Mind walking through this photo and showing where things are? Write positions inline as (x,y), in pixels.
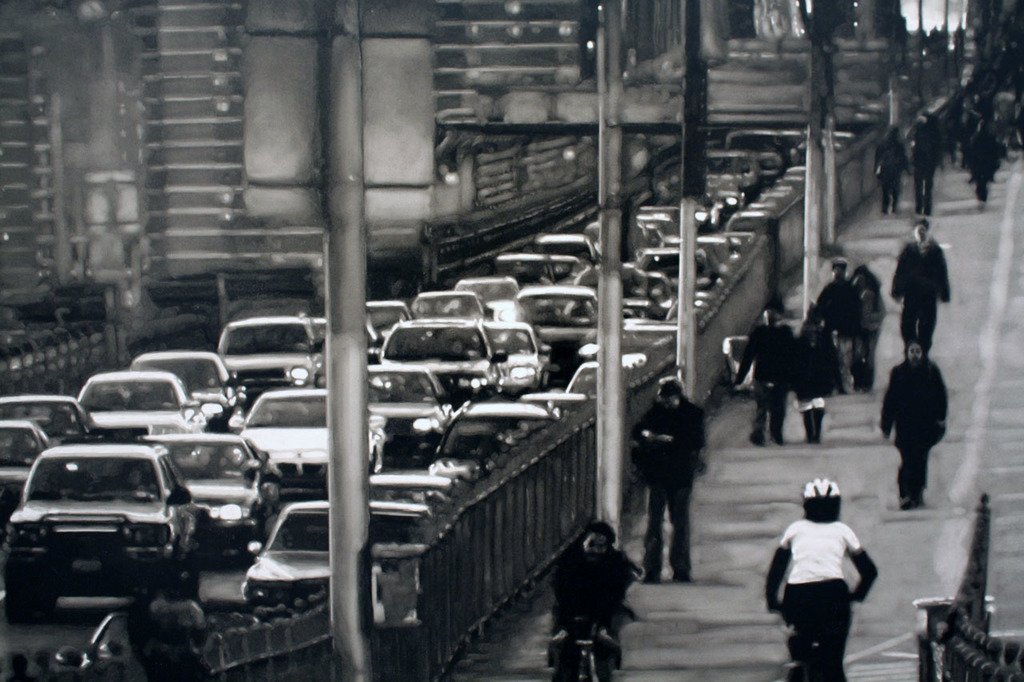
It is a black and white image there is lot of traffic (84,522) on the road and beside the road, few people (815,348) are walking on the footpath (952,230) and there are many poles (686,279) beside the fencing (667,367) of the footpath (726,476).
